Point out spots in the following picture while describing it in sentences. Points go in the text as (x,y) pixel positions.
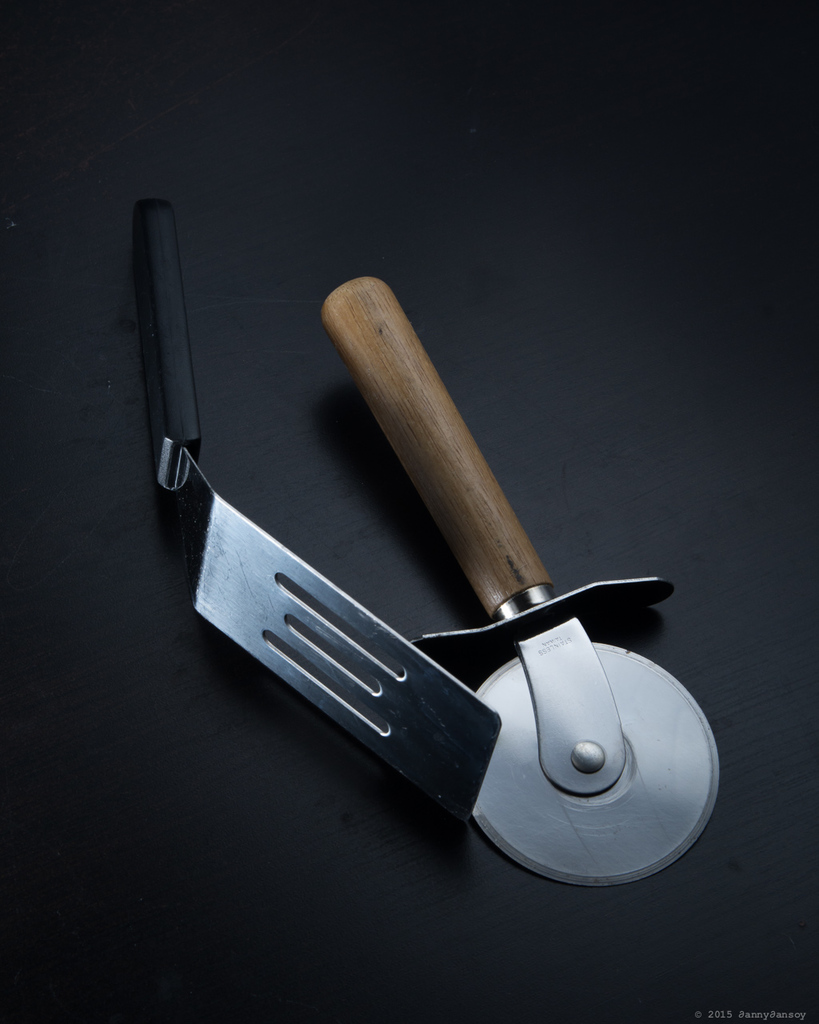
In this image there is a cutter (543,733) and there is a spatula (210,577).
